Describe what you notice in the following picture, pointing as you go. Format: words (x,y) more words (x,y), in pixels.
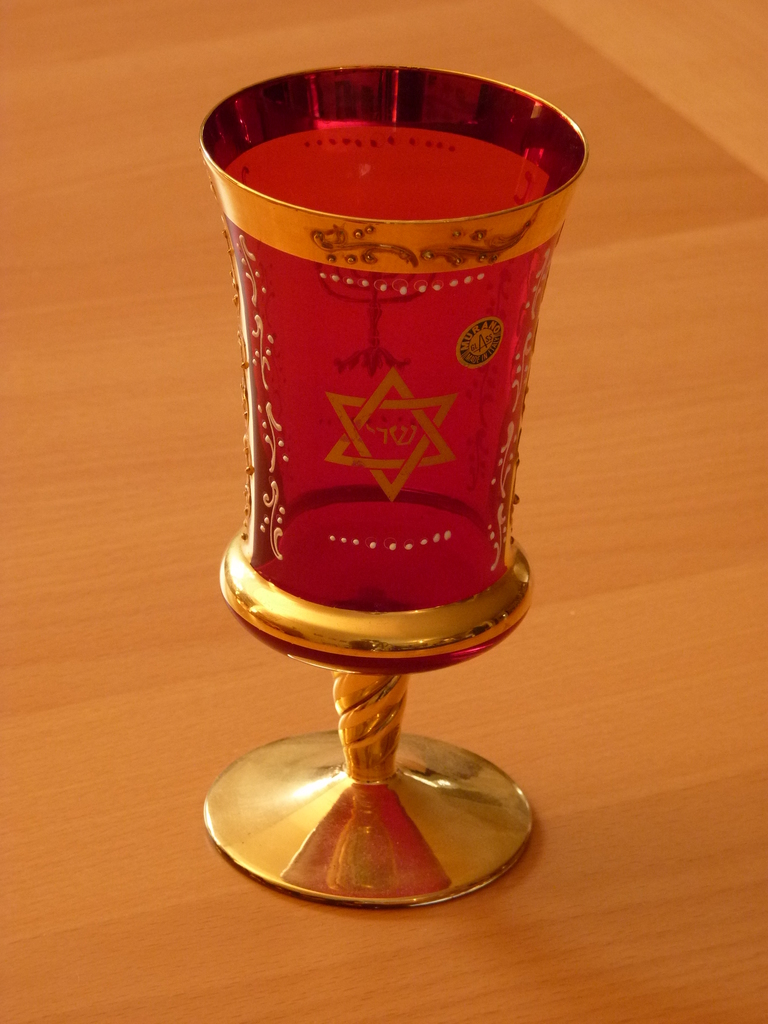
As we can see in the image there is table (586,552). On table (107,472) there is glass (394,509).
